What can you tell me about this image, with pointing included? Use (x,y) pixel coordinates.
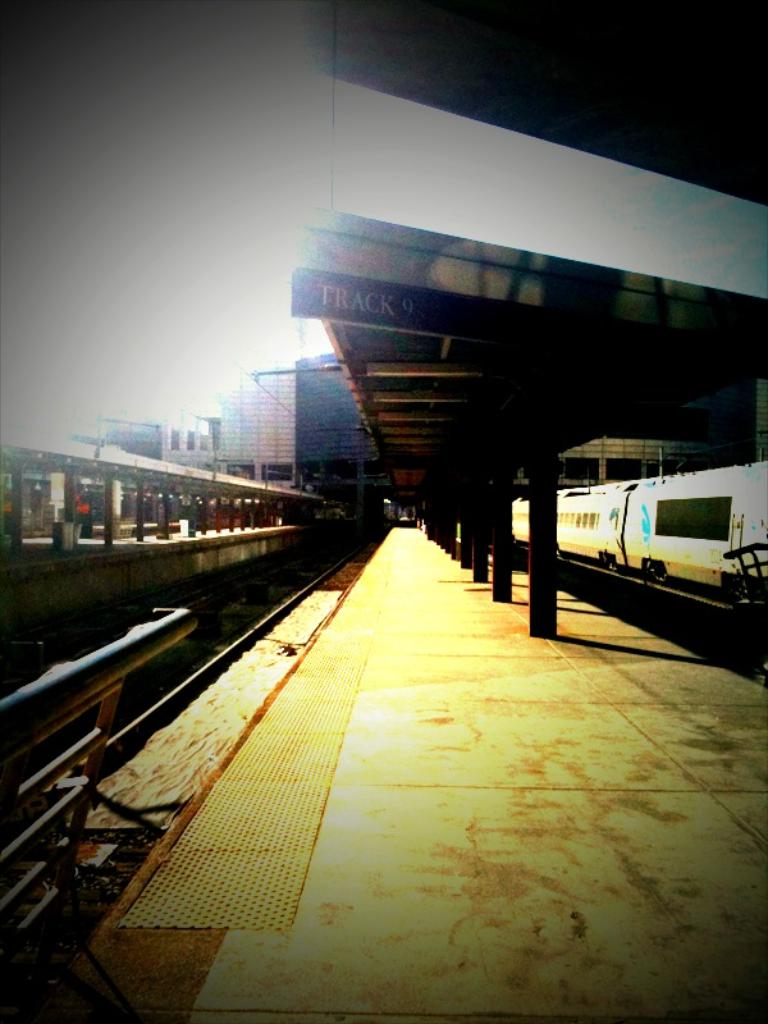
In this image we can see there is a railway platform (430,996) and a shed (602,371) above it, on the right side of the image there is a train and on the left side of the image (221,527) there is a railway track (290,572) and a shed (260,486).
